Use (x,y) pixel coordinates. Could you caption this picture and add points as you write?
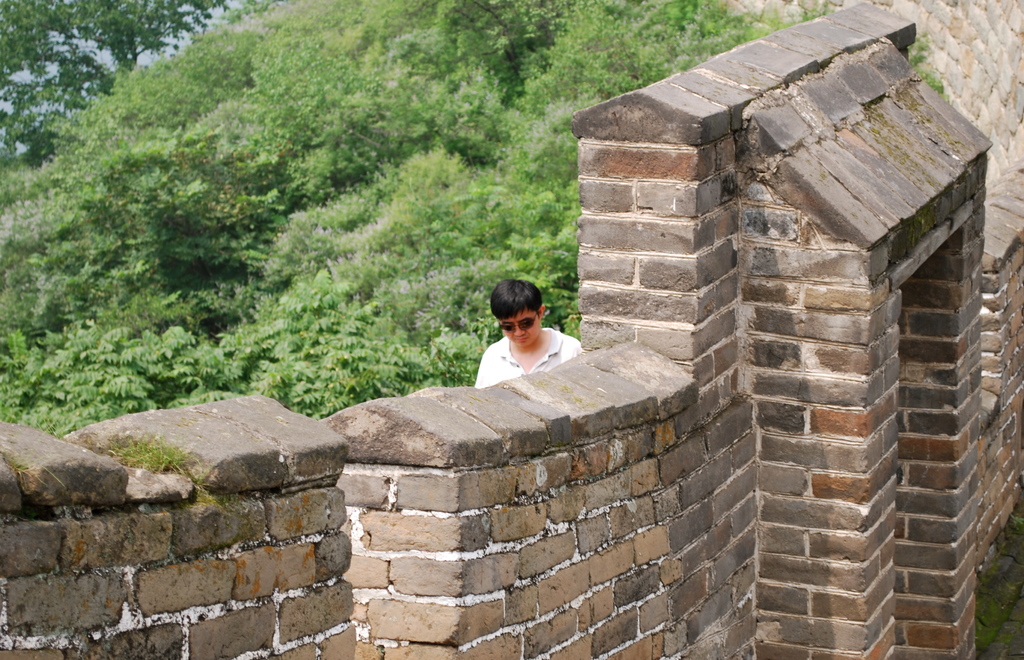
In this image there is a wall (811,324), beside the wall (721,416) there is a man (513,355), in the background (386,183) there are trees (300,175).
